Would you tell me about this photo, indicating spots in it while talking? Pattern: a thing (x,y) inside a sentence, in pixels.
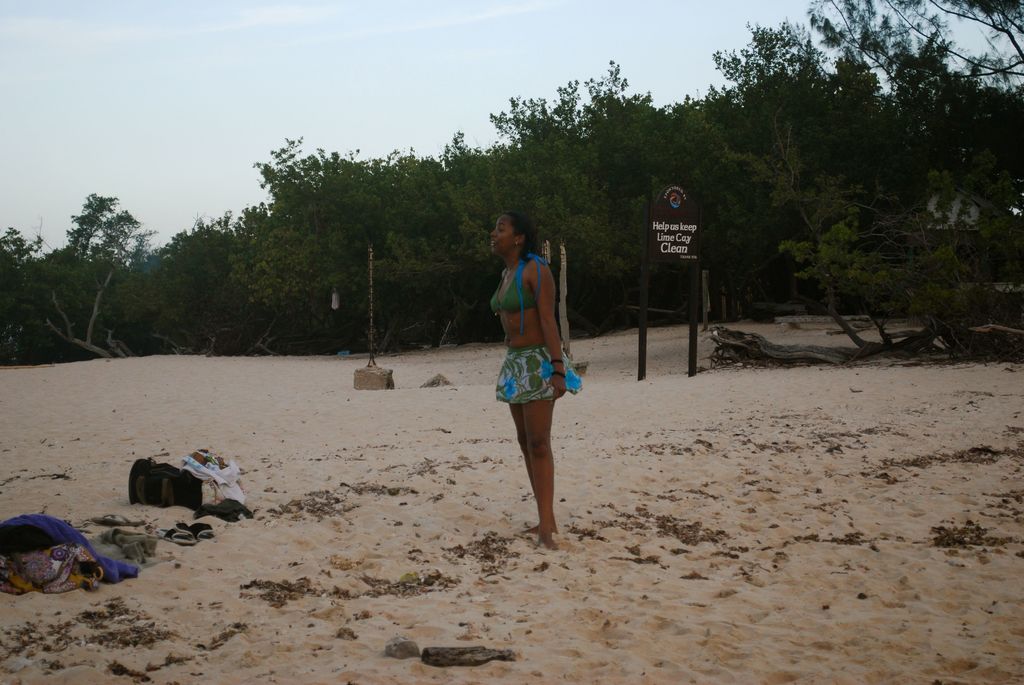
In this picture we can see a woman (539,527) standing, bag (180,480), clothes (207,480), footwear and some objects (714,348) on sand (151,417) and in the background (739,317) we can see trees (76,236), sky (160,217).
